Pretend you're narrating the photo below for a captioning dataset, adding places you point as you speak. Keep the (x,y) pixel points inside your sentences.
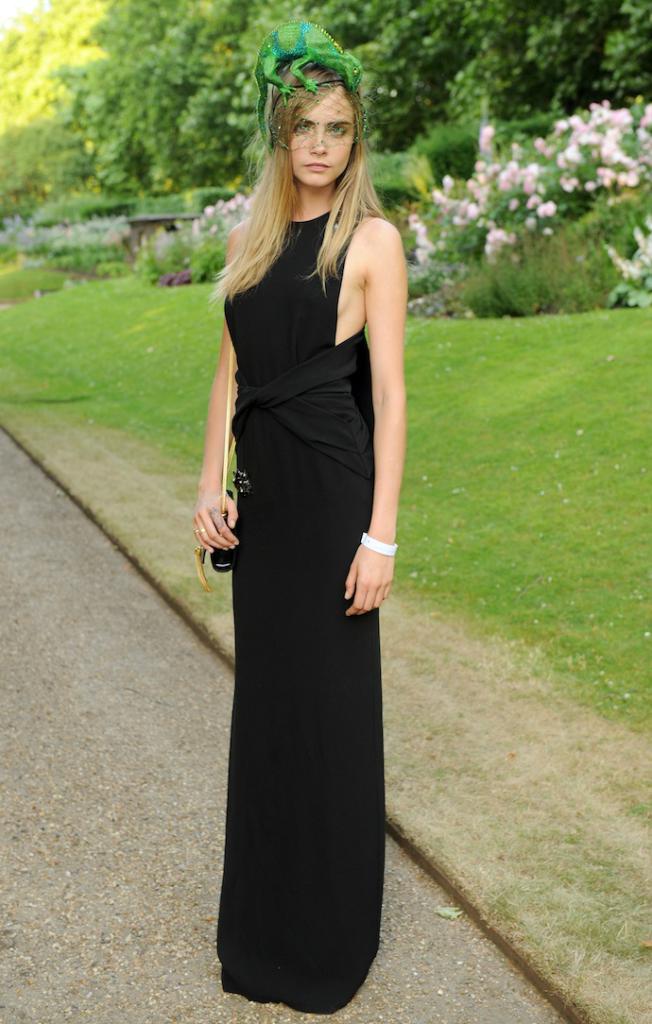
There is a lady (212,506) wearing a bag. On the head (313,101) of the lady (326,70) there is a green color animal (302,52). In the back (483,392) there is grass (448,396), flowering plants (510,152) and trees (235,59).
